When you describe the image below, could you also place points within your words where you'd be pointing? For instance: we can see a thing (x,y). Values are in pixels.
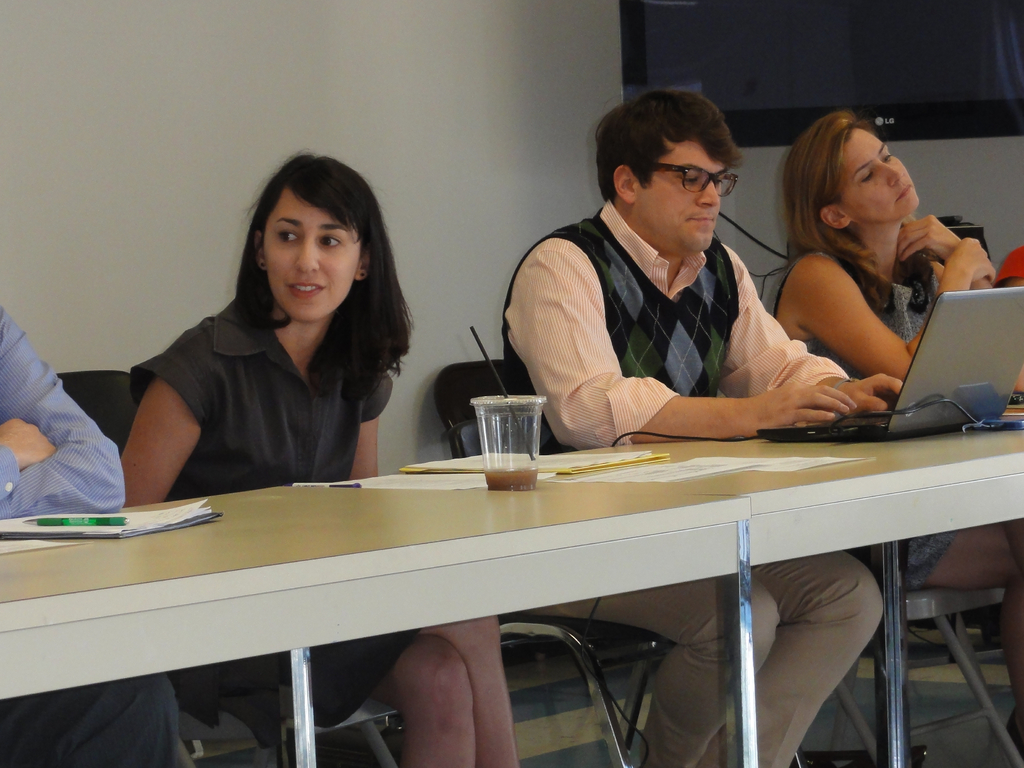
Four people (387,300) are sitting in chairs (116,442) at a table (550,471). Of them two (625,291) are men (679,336) and two (263,406) are women (303,374). A man (642,308) is working on his laptop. There are some papers (467,482) on the table (525,500). There is a juice glass (510,487) on it.
